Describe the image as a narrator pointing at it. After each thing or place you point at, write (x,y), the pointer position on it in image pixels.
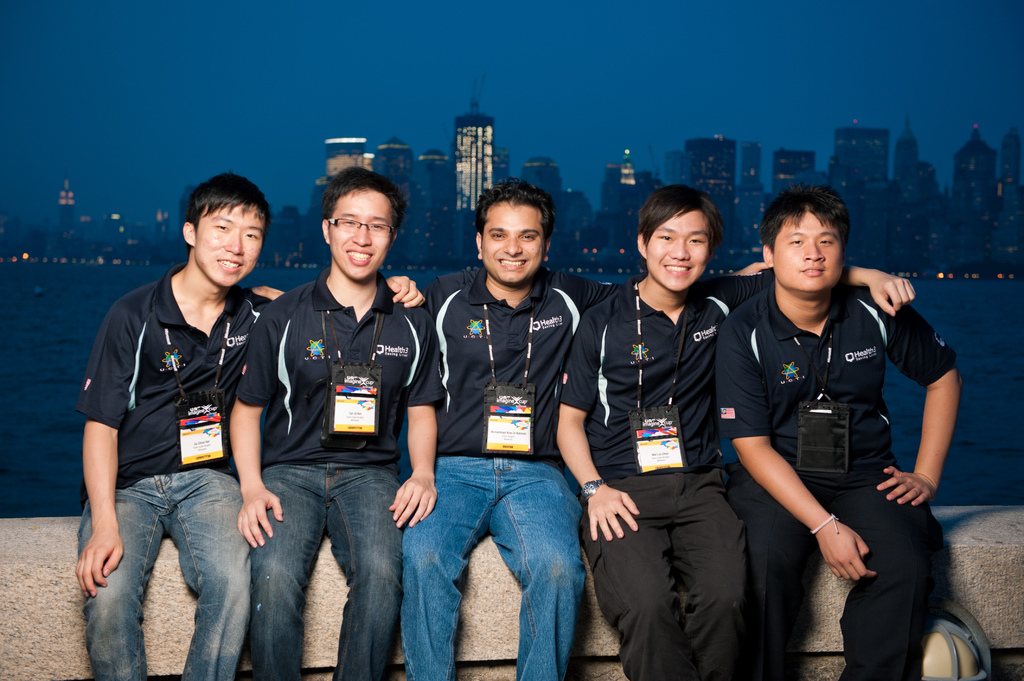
In the foreground (382,426) we can see people (391,480) sitting on a stone surface (317,618). In the middle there is a water body (956,333). In the background (287,187) there are buildings (950,211) and sky (427,87).
